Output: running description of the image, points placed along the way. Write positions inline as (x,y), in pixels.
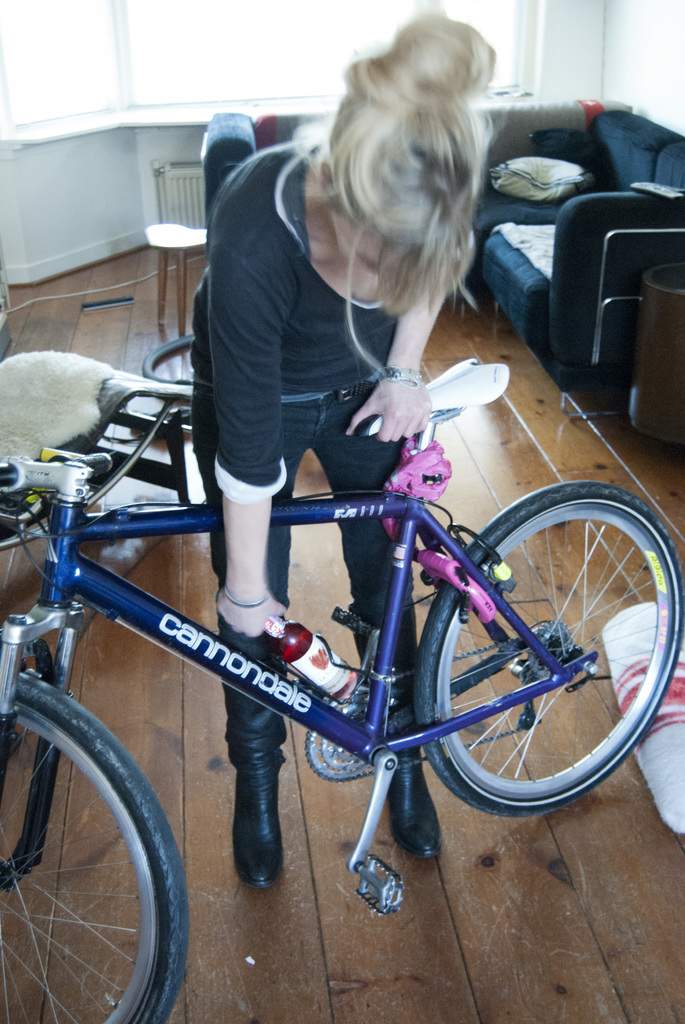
This image consists of a woman (219,573) holding a bottle (300,663) and a bicycle (385,733). At the bottom (358,921), there is floor (336,889) made up of wood (418,872). In the background (663,129), there is a sofa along with chair (164,284). And there is a wall (623,80) along with window (392,29).
